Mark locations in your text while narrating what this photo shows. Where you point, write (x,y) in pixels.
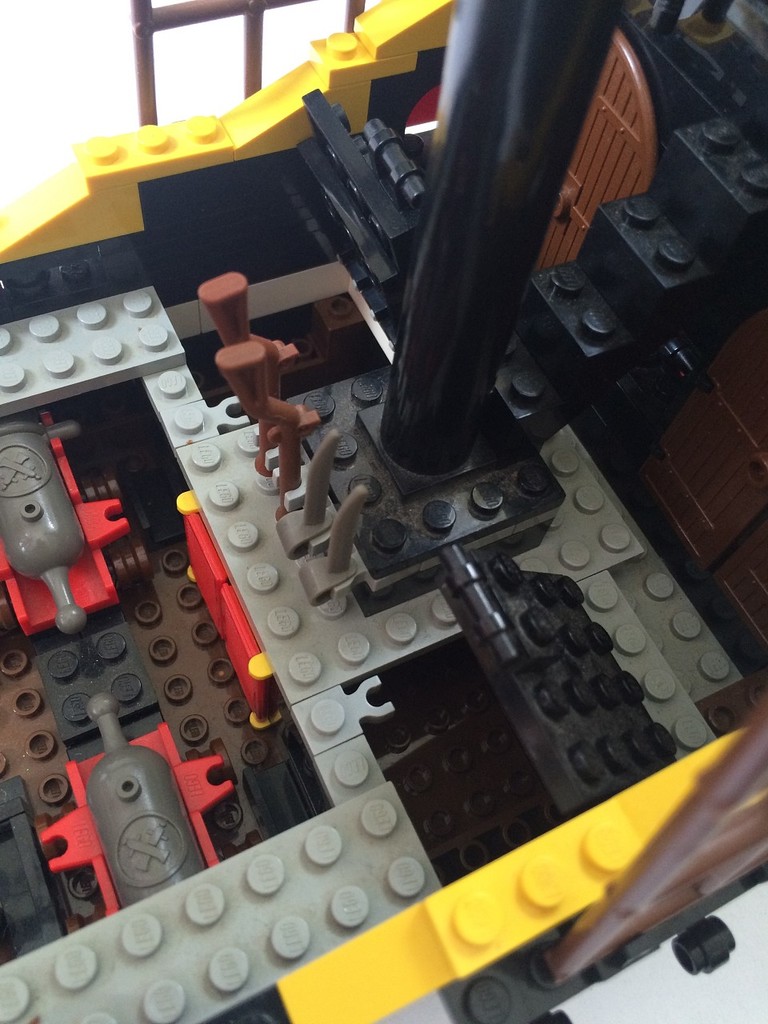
There is a toy (266,351) made with a building blocks (265,584).
